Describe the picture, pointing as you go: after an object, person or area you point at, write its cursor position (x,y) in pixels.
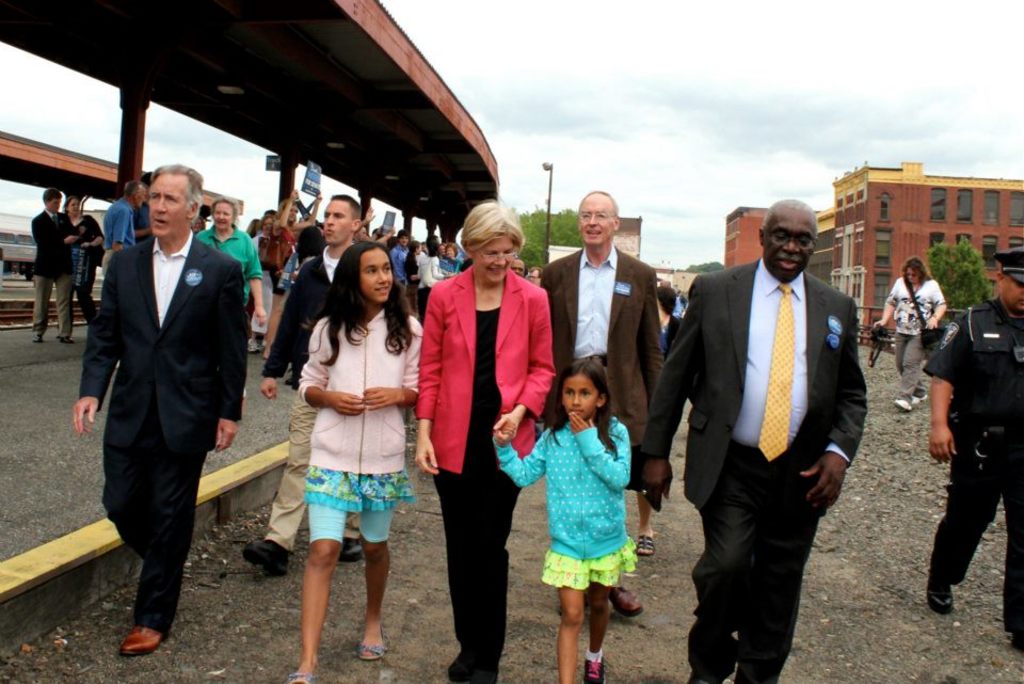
In this Image I can see the group of people (352,371) walking. These people (379,498) are wearing the different color dresses (408,373). In the back (747,258) I can see the trees (536,238) and the building (818,231) which is in yellow and brown color. I can also see the light pole (549,213), clouds (551,88) and the sky (507,85) in the back (499,157).
